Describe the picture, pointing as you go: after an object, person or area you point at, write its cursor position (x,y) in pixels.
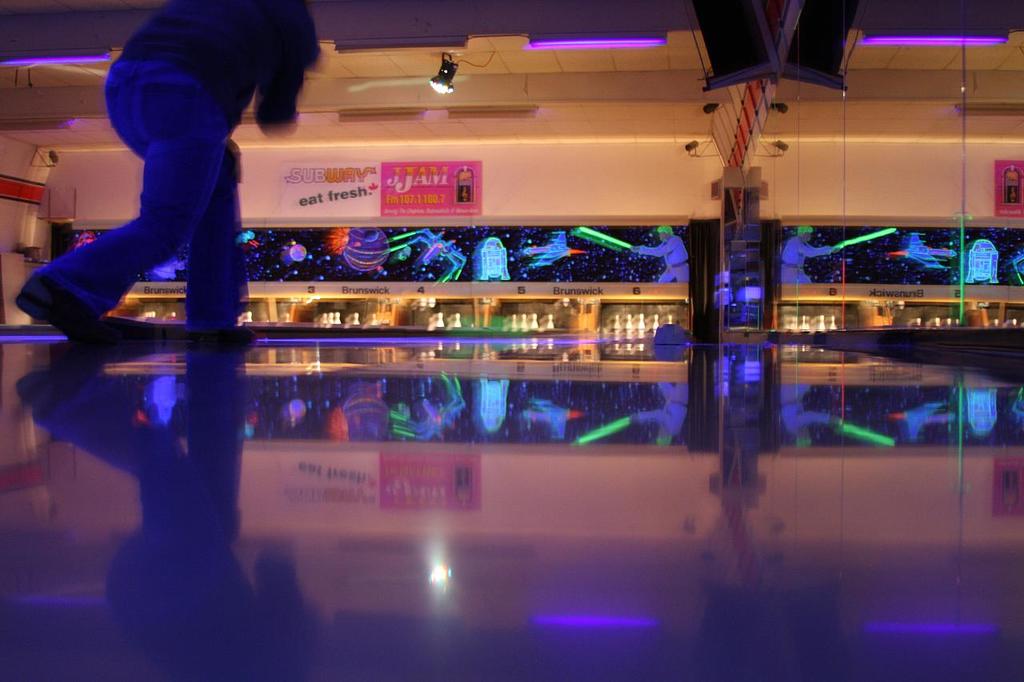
In this picture there is a man (310,61) who is wearing t-shirt (282,9), jeans (140,229) and shoes (62,290). He is a playing a bowling. In the back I can see many pins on this box (506,309). At the top (442,72) i can see the focus lights (453,65) and television screen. In the center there is a poster (358,186) on the wall (512,221).
